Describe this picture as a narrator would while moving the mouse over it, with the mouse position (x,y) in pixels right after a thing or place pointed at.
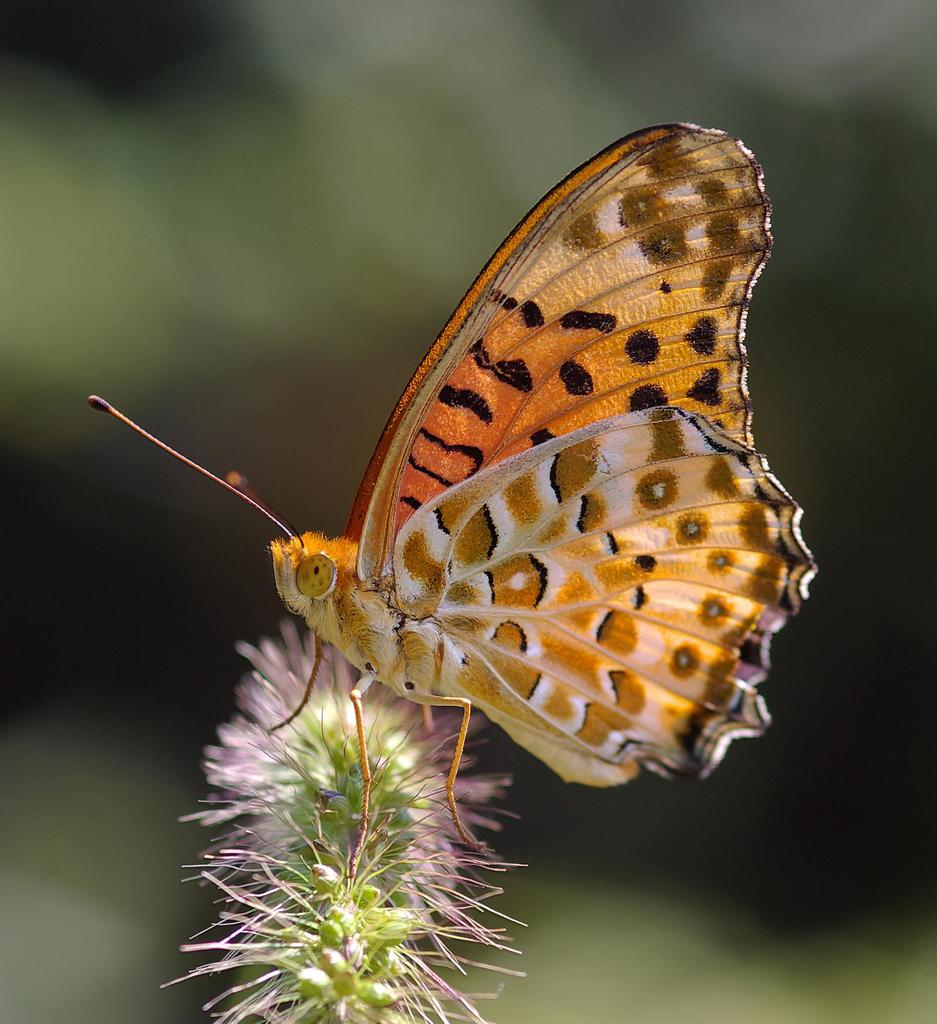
There is a butterfly (403,489) on a plant (415,826). In the background (230,161) it is blur.
